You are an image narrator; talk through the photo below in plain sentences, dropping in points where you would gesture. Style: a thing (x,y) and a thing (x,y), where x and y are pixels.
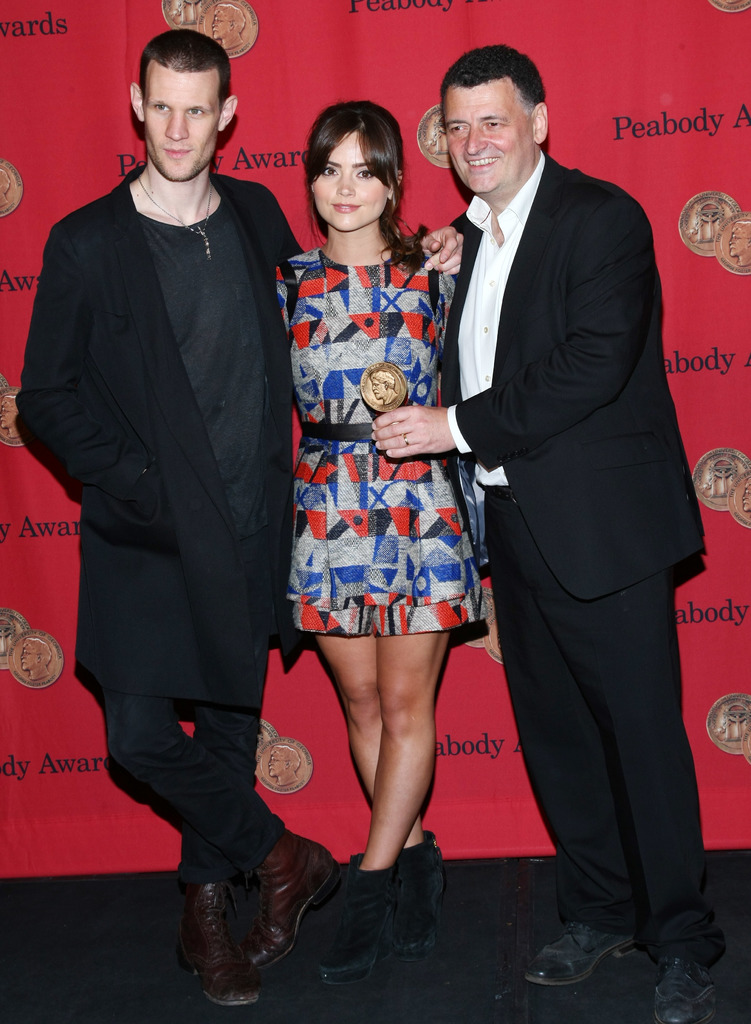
In this image we can see three persons (312,295) standing on the floor (346,985), a person (420,433) is holding an award (377,403) and there is a banner (702,81) with text (650,126) and images (716,247) in the background (709,301).
